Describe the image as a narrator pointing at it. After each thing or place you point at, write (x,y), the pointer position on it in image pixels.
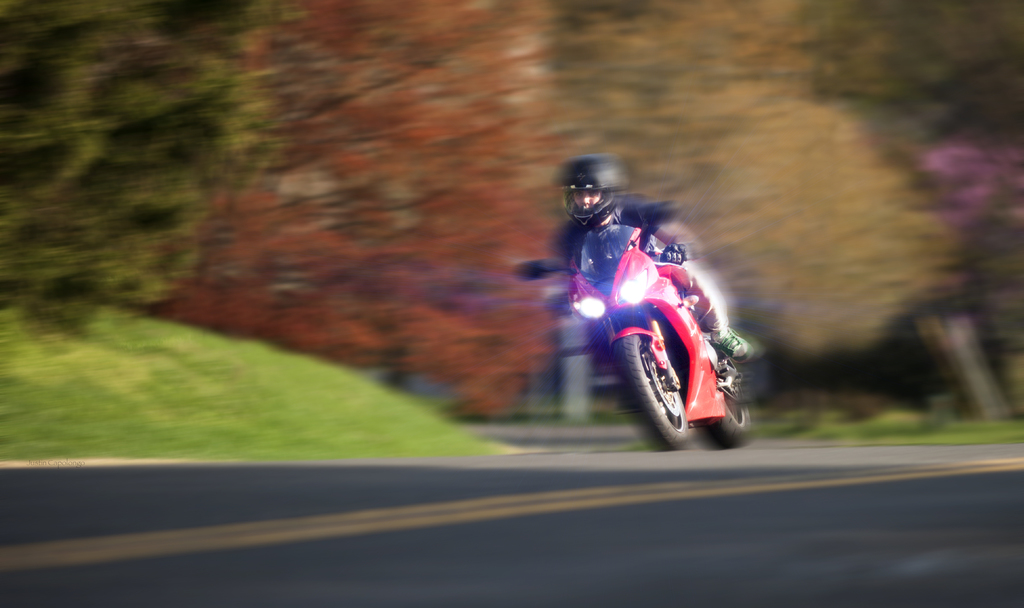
In this picture I can observe a man (589,198) driving a bike (637,261) on the road (707,478). He is wearing helmet (576,200). The bike (631,289) is in red color. In the background (321,218) there are some trees (291,200).
